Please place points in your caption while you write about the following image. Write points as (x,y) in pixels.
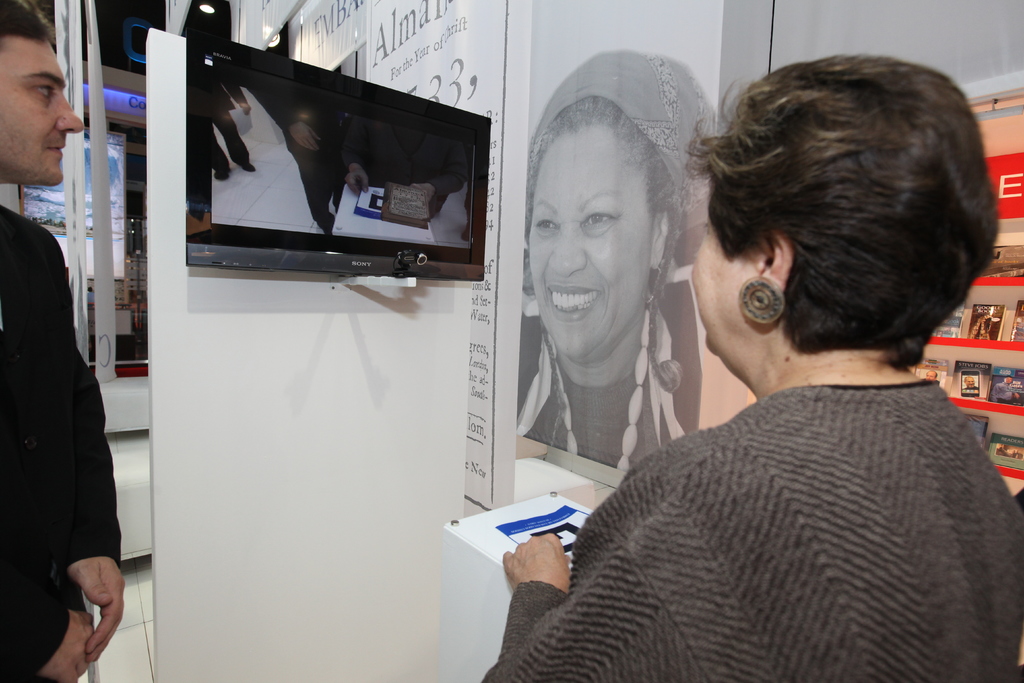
In the foreground of this image (841,566), on the right (841,448), there is a woman (852,353) standing and a image (640,316) of a woman (597,273) on the wall (591,279). On the left (68,487), there is a man (8,334) standing. In the middle (471,249), there is a screen (295,213) to the wall (308,411) and also on the right (1003,350), there are few objects (1002,334). In the background (254,8), there are few poles (97,202), a board (117,198) and the lights (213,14).
